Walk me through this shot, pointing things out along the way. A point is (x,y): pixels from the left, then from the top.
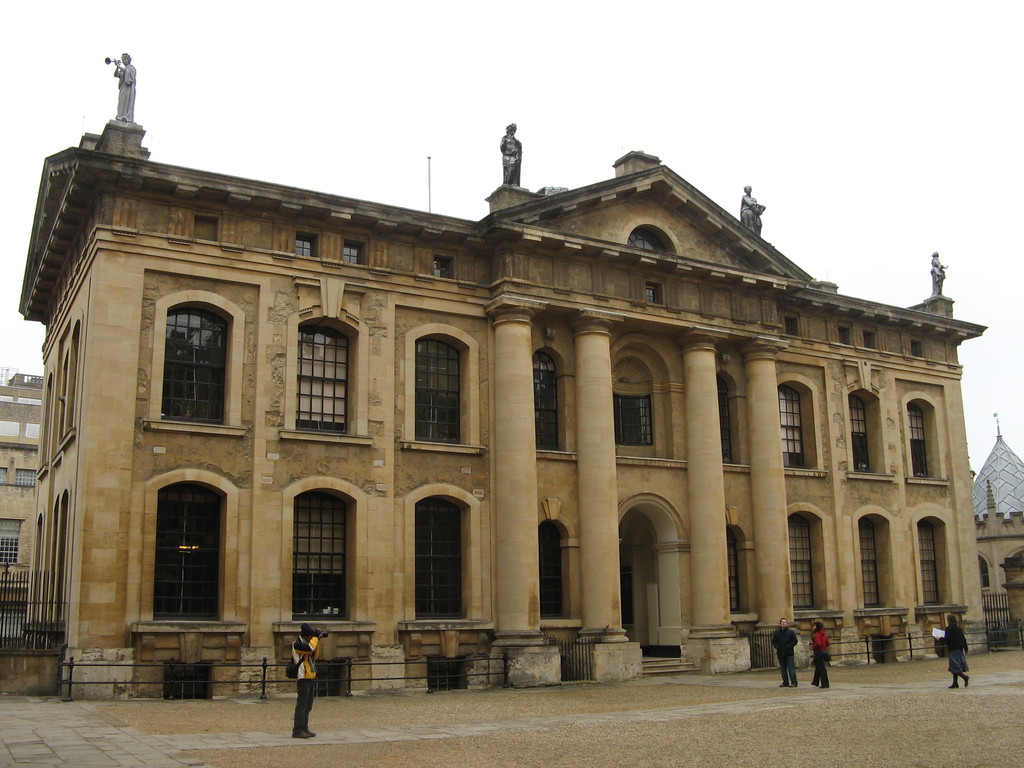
In this image, there are buildings (308,500). I can see the sculptures (119,111) on top of a building (627,259). In front of the building (346,672), there are four persons (313,665) standing. In the background (744,178) there is the sky (326,93).
